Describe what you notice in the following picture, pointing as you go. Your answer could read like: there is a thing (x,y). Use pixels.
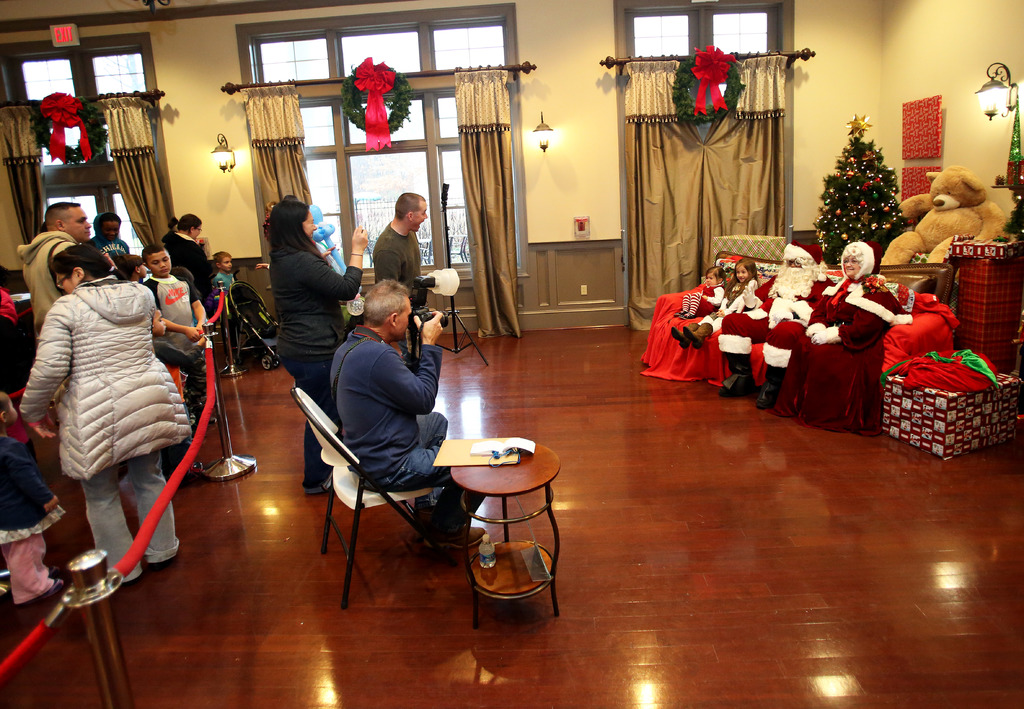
In this image there is man (383,429) sitting on the chair (374,494) and holding a camera (416,303). On the couch (659,315) there are few people (774,301) sitting. At the back side (116,249) there are few people (94,386) standing. There is a Christmas tree (860,213) and a teddy-bear (925,221).
